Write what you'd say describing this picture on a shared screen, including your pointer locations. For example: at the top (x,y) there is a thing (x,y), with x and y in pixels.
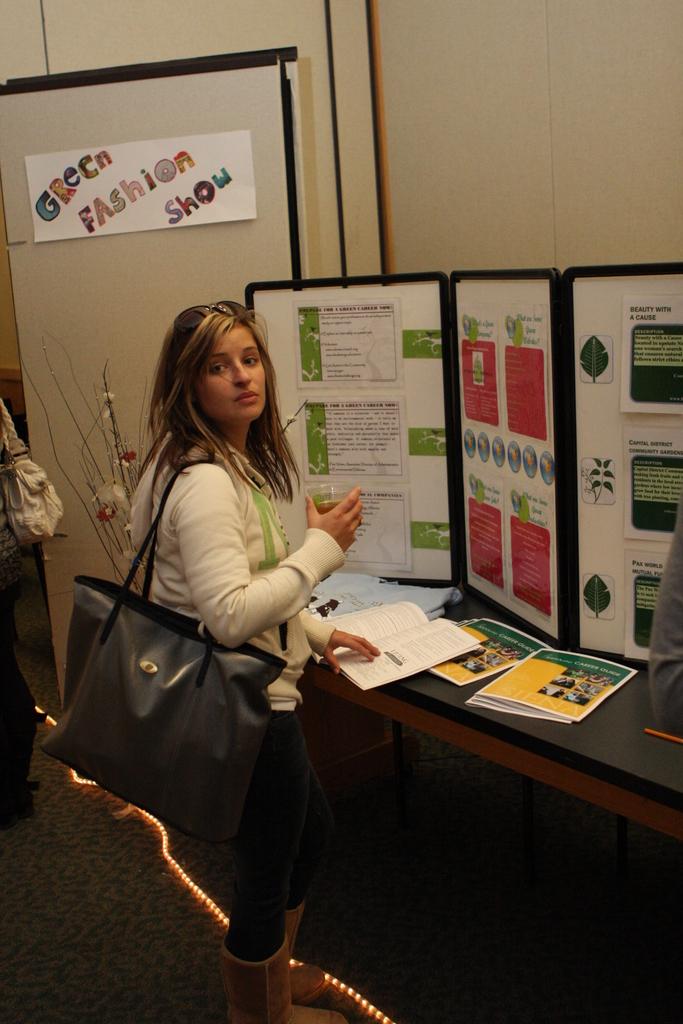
In this image there is a woman (254,568) standing, she is wearing a bag (160,675), she is holding a glass (327,496), there is the drink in the glass (324,504), there is a table (448,722) towards the right of the image (604,801), there is a board (416,561), there is text (349,365) on the board (444,423), there is a bag (33,487) towards the left of the image (33,524), there is a light (202,901) on the ground (159,883), there is a wall (479,95) towards the top of the image (373,106).
